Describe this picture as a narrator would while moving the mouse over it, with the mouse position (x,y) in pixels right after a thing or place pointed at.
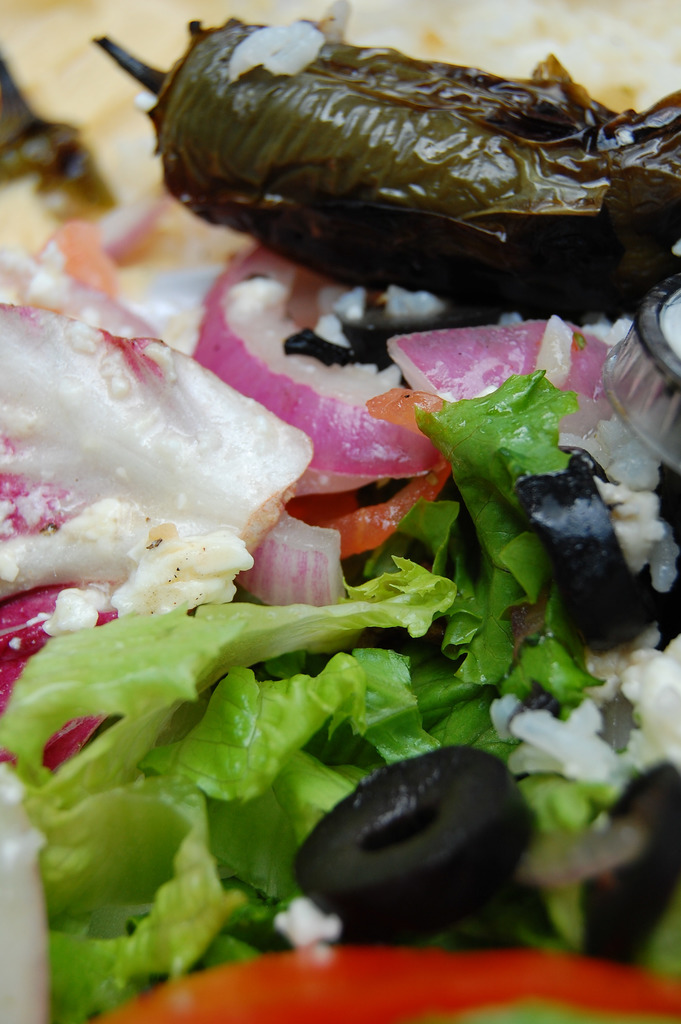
In this image in the foreground (261,623) there are some food items (423,408).
